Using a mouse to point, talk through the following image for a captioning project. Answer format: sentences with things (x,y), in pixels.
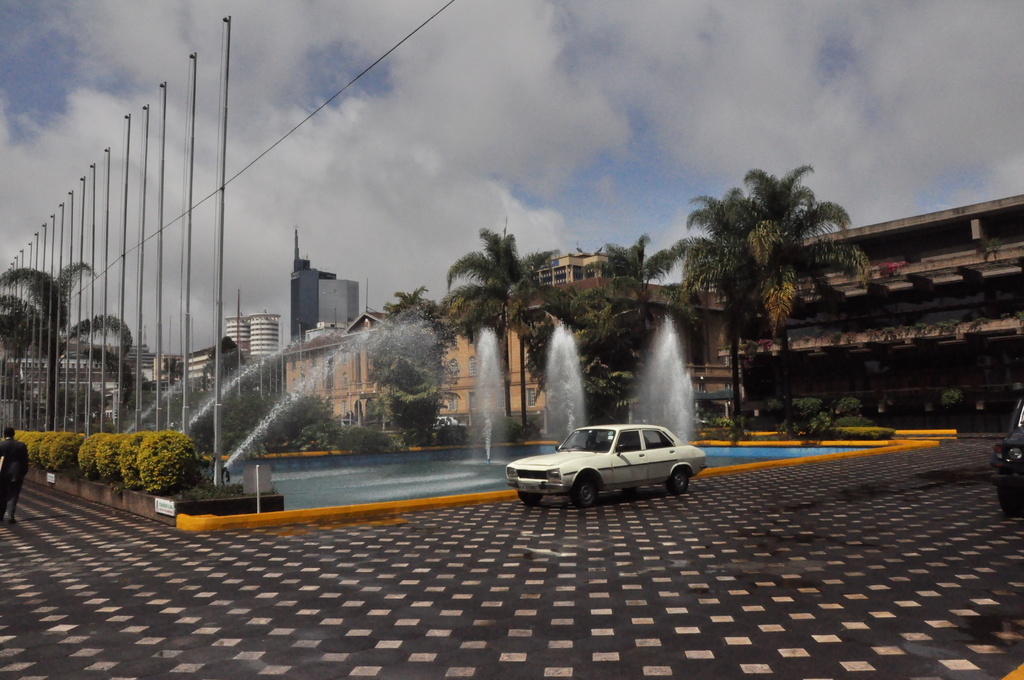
In this image, we can see a white car (620,468) on the floor (441,553), we can see some water fountains (328,475), there are some plants (75,437) and trees (762,264), we can see some poles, on the right side (844,289), we can see a building (953,283), at the top (520,67) we can see the sky (520,67) is cloudy.
